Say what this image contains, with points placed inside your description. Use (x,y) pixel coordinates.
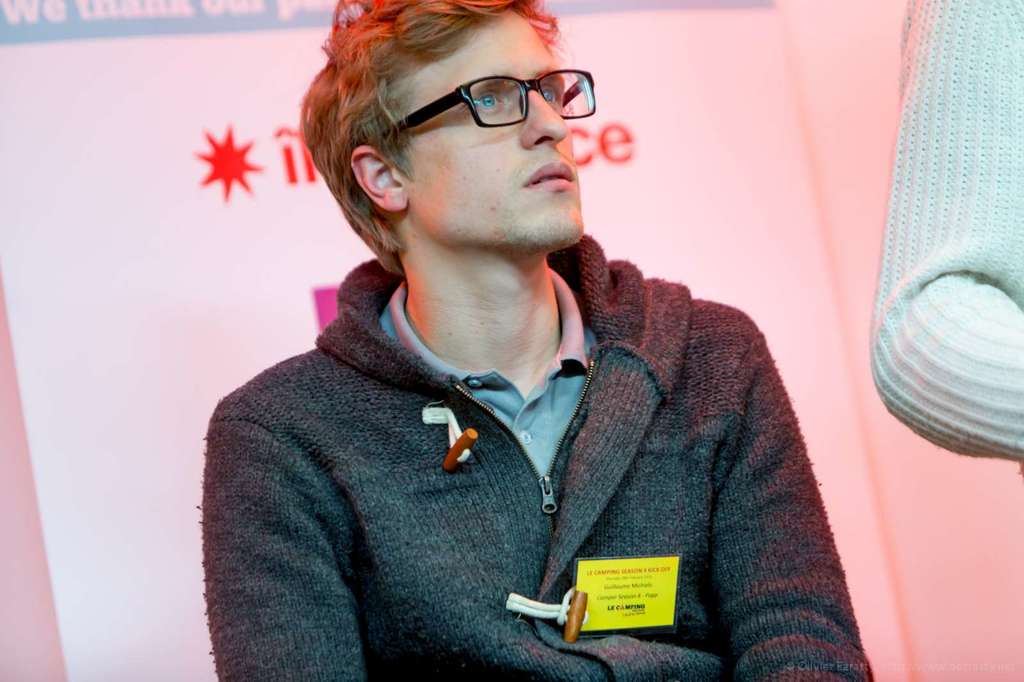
In the image there is a man (308,417) with black jacket (330,431) and spectacles (492,82). On the right side of the image (952,242) there is a person (947,225) with white dress (957,259). In the background (151,478) there is a wall (813,389) with something written on it.
